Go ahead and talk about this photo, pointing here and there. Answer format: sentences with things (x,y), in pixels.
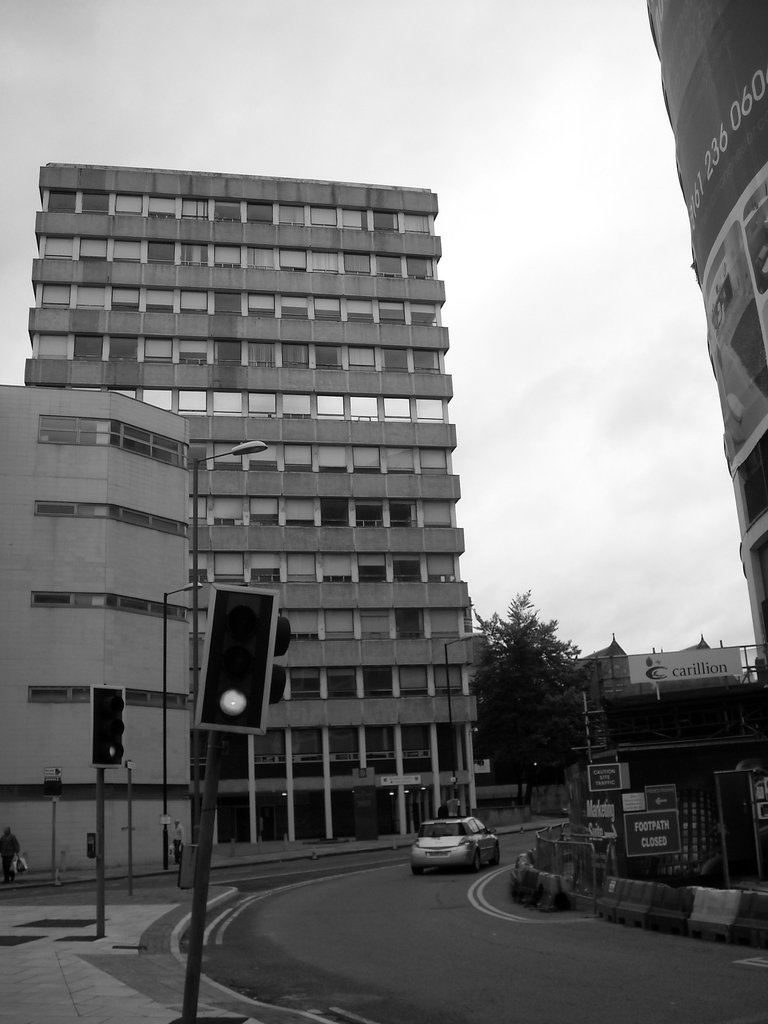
On the right side of the image (762,462) there is a building (762,462). On the left side of the image (236,708) we can see traffic signal (217,714), light pole (234,454) and buildings (125,469). In the background (451,216) there are trees (530,629) and sky (319,95).
